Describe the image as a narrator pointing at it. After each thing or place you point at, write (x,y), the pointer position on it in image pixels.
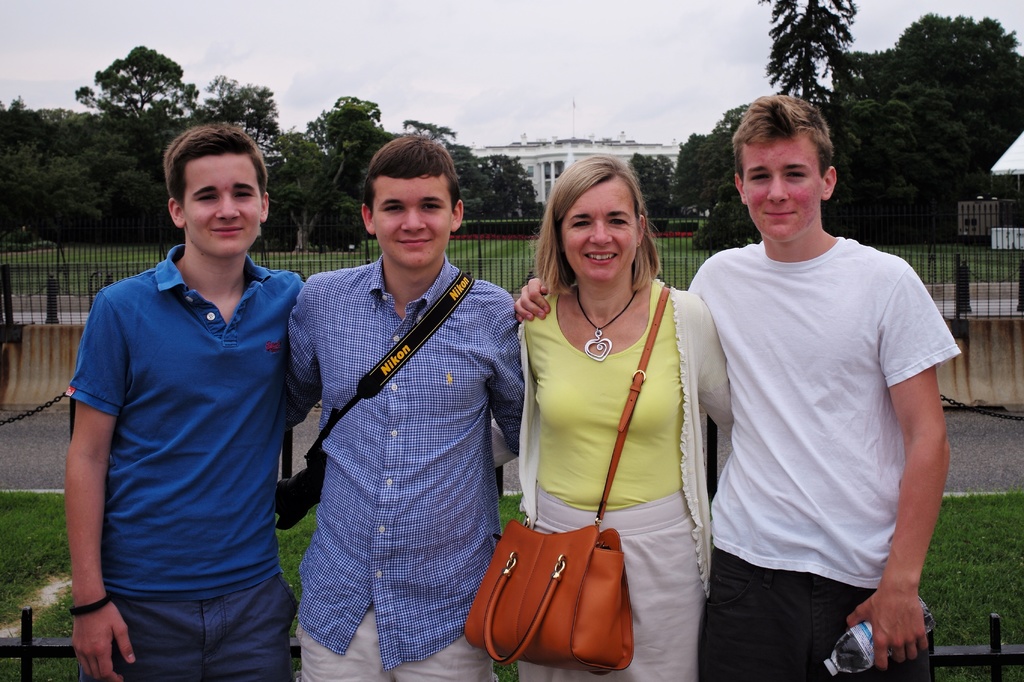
This image is clicked outside. There are trees (853,177) on the top (522,162) and there is a building (552,175) back side. There is sky (465,103) on the top (587,103). There are four people (873,314) standing in that they are three men (405,253) and one women (675,372). Woman (544,452) is hanging bag (656,315) over her body (649,451). There is chain (595,358) on her neck (596,310), she is smiling, she is wearing yellow color dress (595,406). Beside her there is a man (364,424) with blue shirt (445,454) is having camera (287,510) and on the right side (775,373) there is a man (865,404) with white shirt (819,465) and he is holding water bottle (846,659). On the left side (182,406) there is a man (157,459) with blue shirt (193,441) is having some band (108,598) to his hand (103,618). There is Iron railing (74,305) behind them.
